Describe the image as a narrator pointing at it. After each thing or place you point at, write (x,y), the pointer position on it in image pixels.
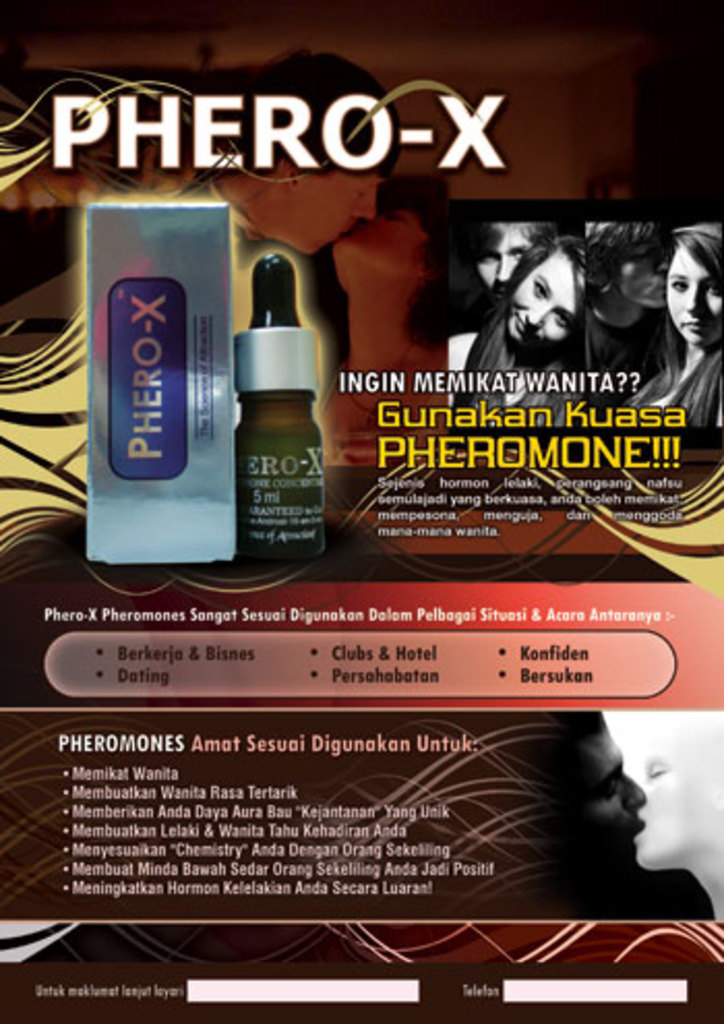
In this picture we can see a poster (545,485), on which we can see person images (571,318), bottle (299,446) and we can see some text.
